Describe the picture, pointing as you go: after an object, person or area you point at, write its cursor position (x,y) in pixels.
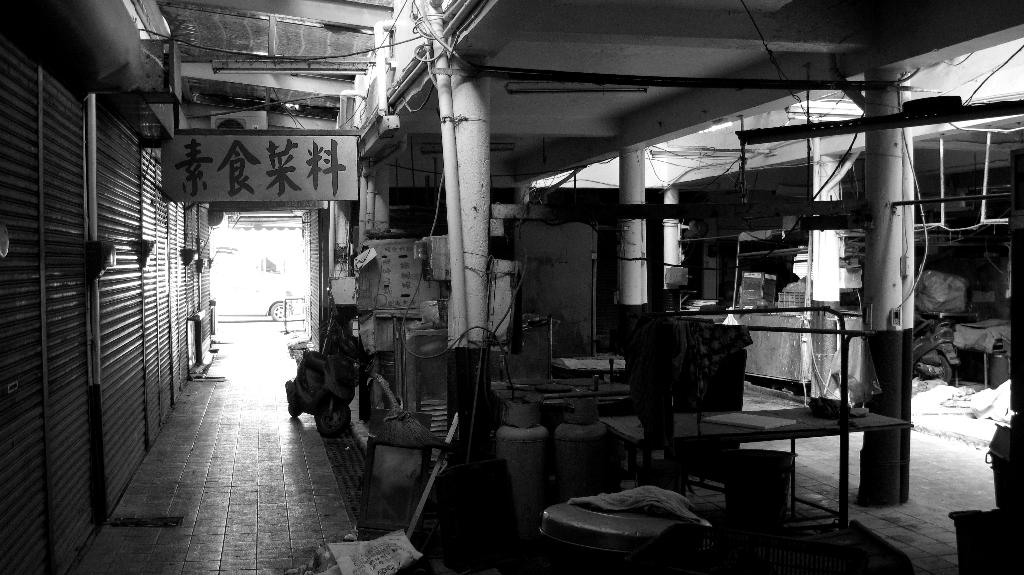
In this picture there is a view of the storehouse (491,195). In the front (557,489) there are containers (583,511) and pipe table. Behind we can see machines (423,248) boxes (435,353). On the left side of the image (171,326) there are some shop roller shutters (25,466).
